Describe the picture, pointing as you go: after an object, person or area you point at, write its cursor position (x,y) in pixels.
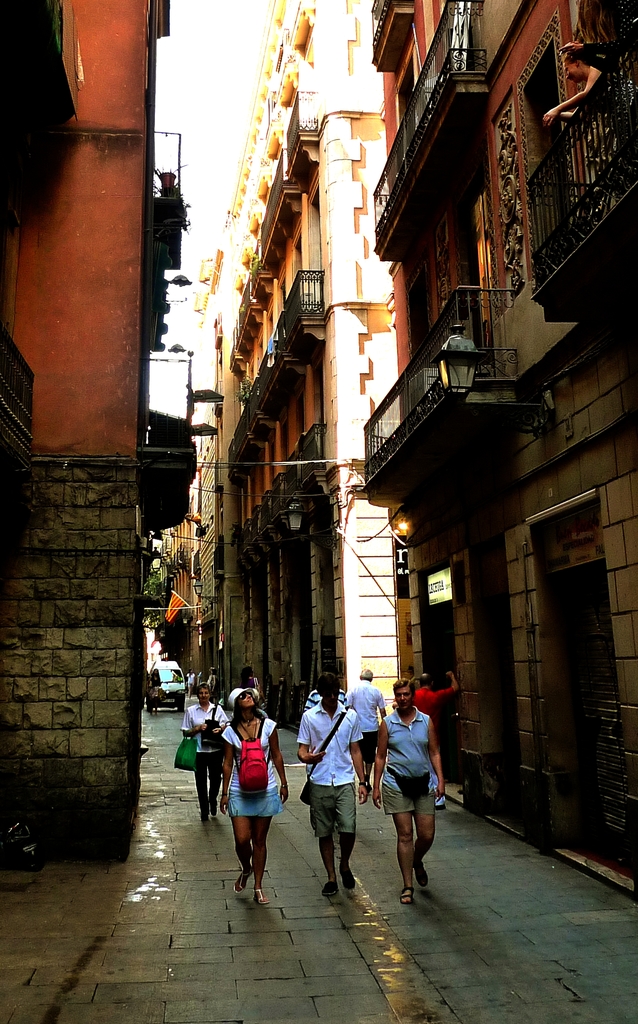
In this picture we can see few buildings (309,617) and group of people (263,798), in the background (160,664) we can find a vehicle (172,685), also we can see a light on the right side of the image (462,395).
